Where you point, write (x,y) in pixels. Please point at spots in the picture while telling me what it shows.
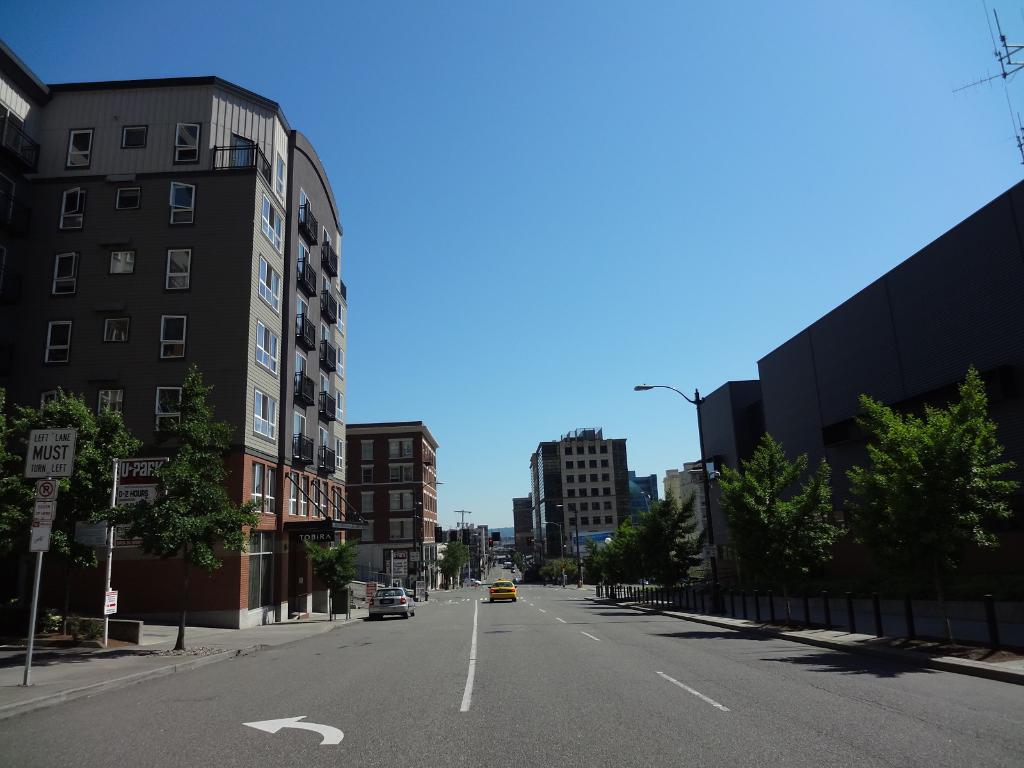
This is the picture of a city (635,508). In this image there are vehicles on the road (541,687). There are trees (165,486), poles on the footpath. There are buildings (592,470). At the top (561,237) there is sky (556,235). At the bottom (530,673) there is a road (482,709).
